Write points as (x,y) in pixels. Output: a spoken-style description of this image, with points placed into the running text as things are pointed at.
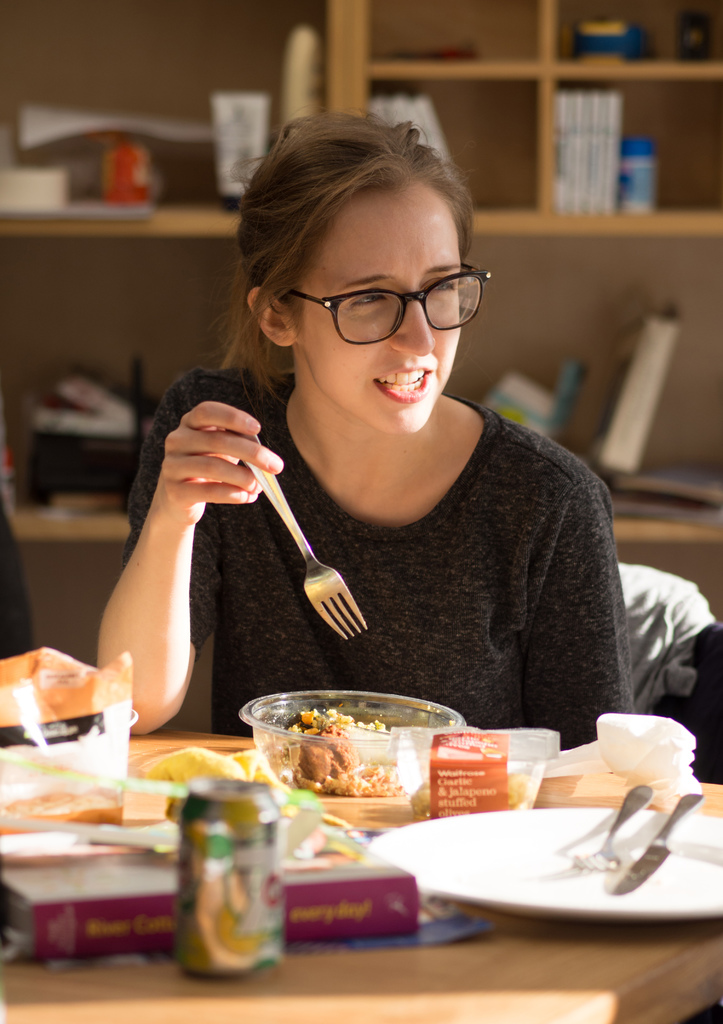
In this image the woman (450,449) is sitting on the chair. On the table (241,1007) there is a bowl (370,759), food (325,732), fork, plate (518,878), tissues (561,758). At the back side (625,281) there is a racks (646,280).
